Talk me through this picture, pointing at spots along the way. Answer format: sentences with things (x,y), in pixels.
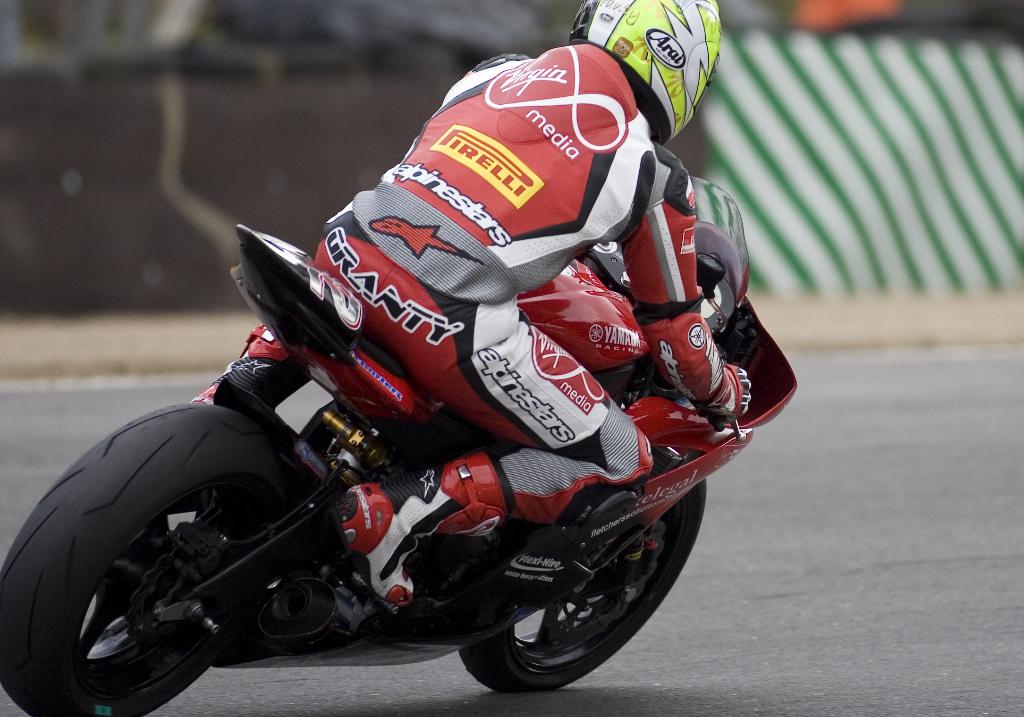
In this image at front (496,377) there is a person (481,298) riding a bike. At the back side (67,172) there is a wall (838,148).
